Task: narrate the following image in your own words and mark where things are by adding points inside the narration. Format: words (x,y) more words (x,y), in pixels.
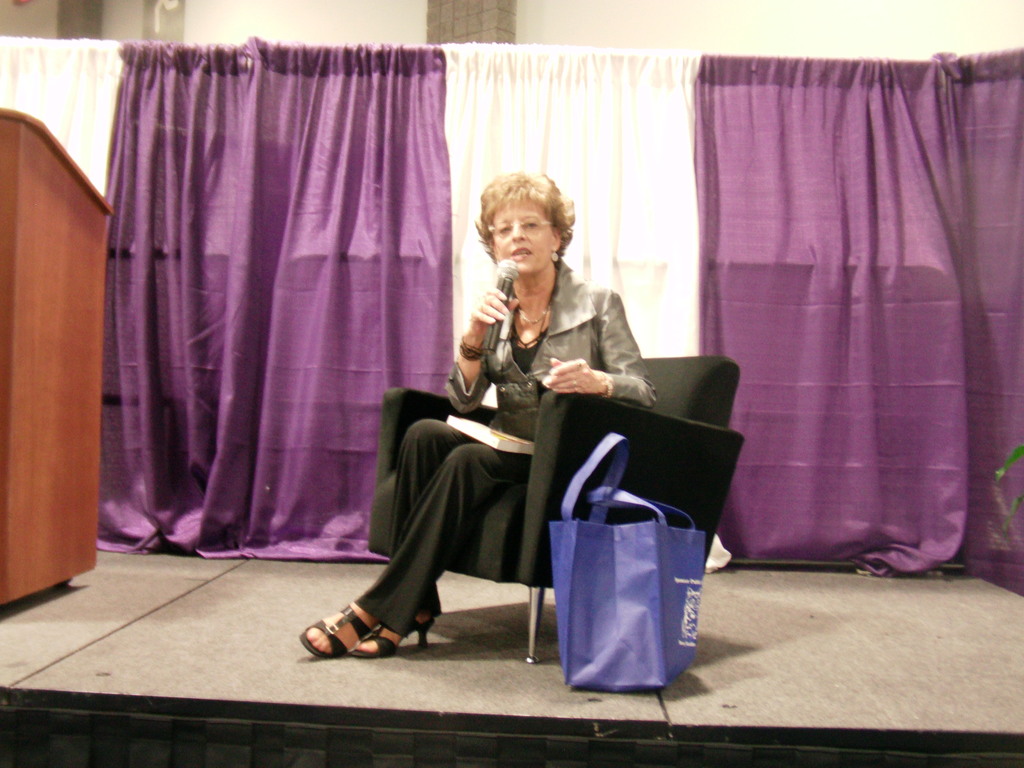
This is image of a conference. In the center of the image (672,392) there is a woman (417,448) seated in a couch (557,455) on the floor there is a blue color bag (619,595) and the woman (580,314) is talking into the microphone (507,277) in the background (485,137) there is a curtain (569,107) in white and violet color behind the curtain (543,53) there is wall (413,12) to the left of the stage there is podium (49,409). The woman (542,363) is wearing a gray color suit (513,416) and carrying a book (468,423).
